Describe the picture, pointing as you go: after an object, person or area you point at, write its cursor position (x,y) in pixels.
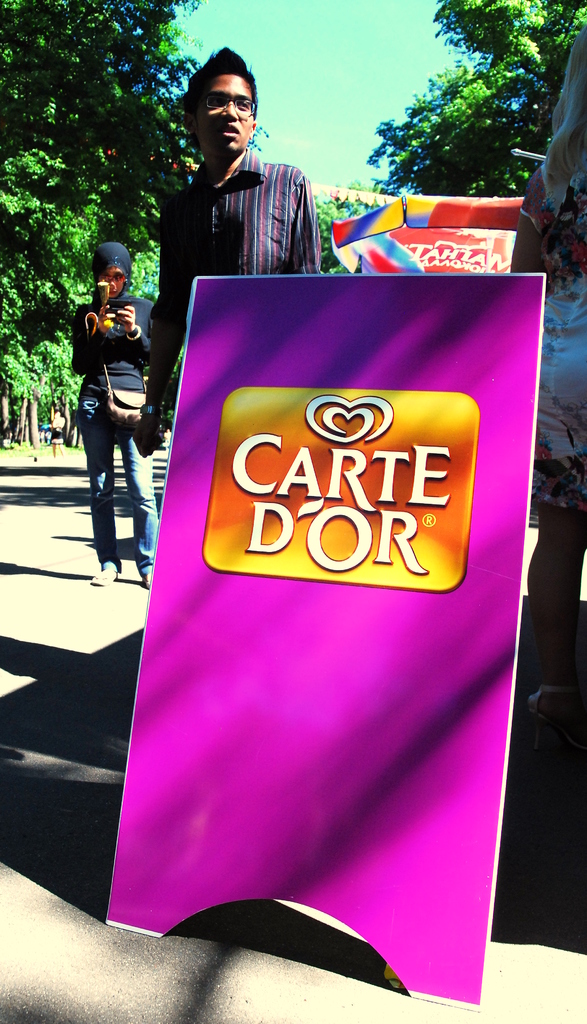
In this image I see some persons (171,289) and I see pink board (346,556) on which there is something written and I see the path (32,490). In the background (44,19) I see number of trees (551,78) and I see the colorful thing (419,205) over here and I see the sky (301,85).
